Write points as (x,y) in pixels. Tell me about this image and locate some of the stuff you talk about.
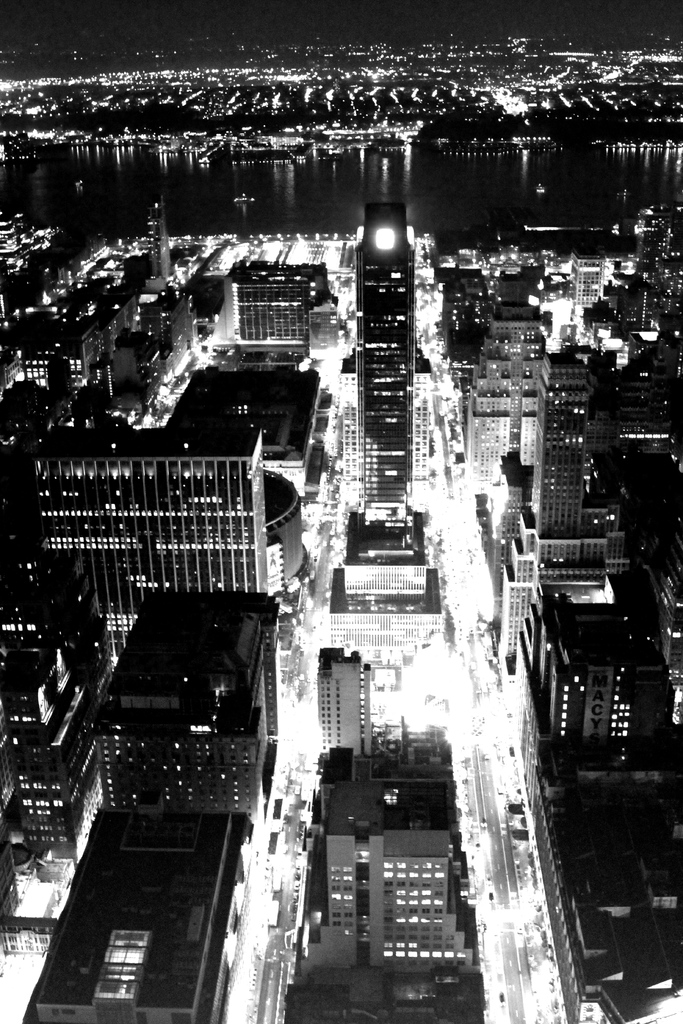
In this picture we can see many buildings (55,805) and lights (280,302). We can see some water (402,198).
